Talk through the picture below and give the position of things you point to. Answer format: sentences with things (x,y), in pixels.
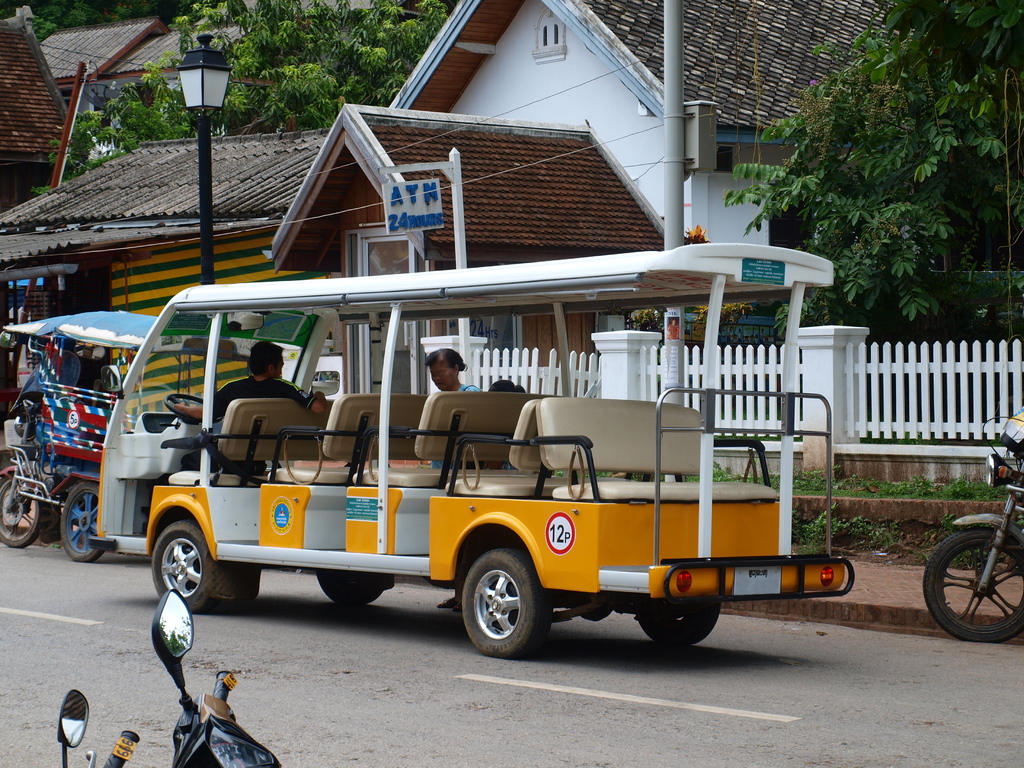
In this image in the front (149,743) there are bikes (239,750). In the center (396,458) there are vehicles (257,458) moving on the road (155,722). In the background (275,222) there are houses (265,159), trees (77,154) and there is a fence (834,407) which is white in colour and there are poles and there is a board (426,211) with some text (402,215) written on it.
